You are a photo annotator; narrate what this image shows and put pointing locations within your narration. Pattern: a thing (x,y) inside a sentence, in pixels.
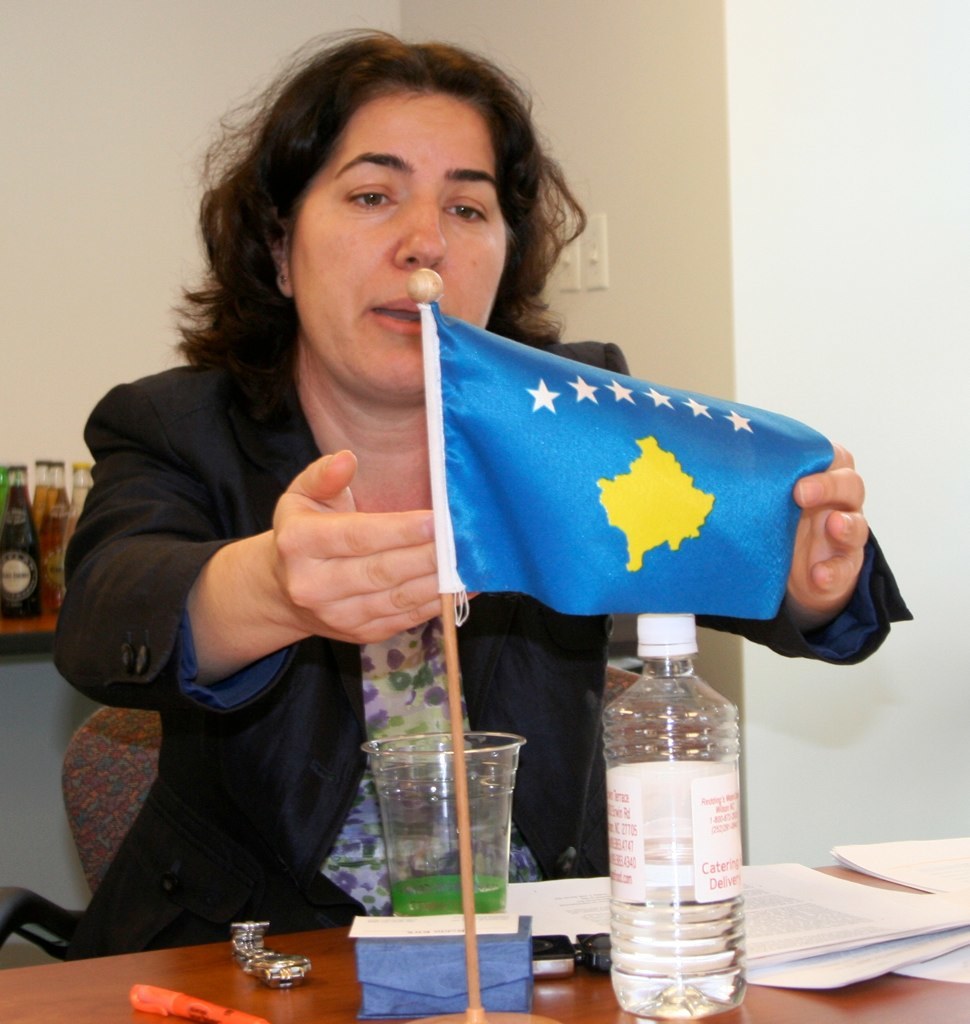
A lady (306,693) wearing a black coat (348,737) is holding a blue flag (581,481) and talking. In front of her there is a table (871,987) and on the table (891,982) there are paper (822,910), bottle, glasses (406,850) and a watch (265,961). Behind her there are some bottles (47,520) kept on the table (49,622).
